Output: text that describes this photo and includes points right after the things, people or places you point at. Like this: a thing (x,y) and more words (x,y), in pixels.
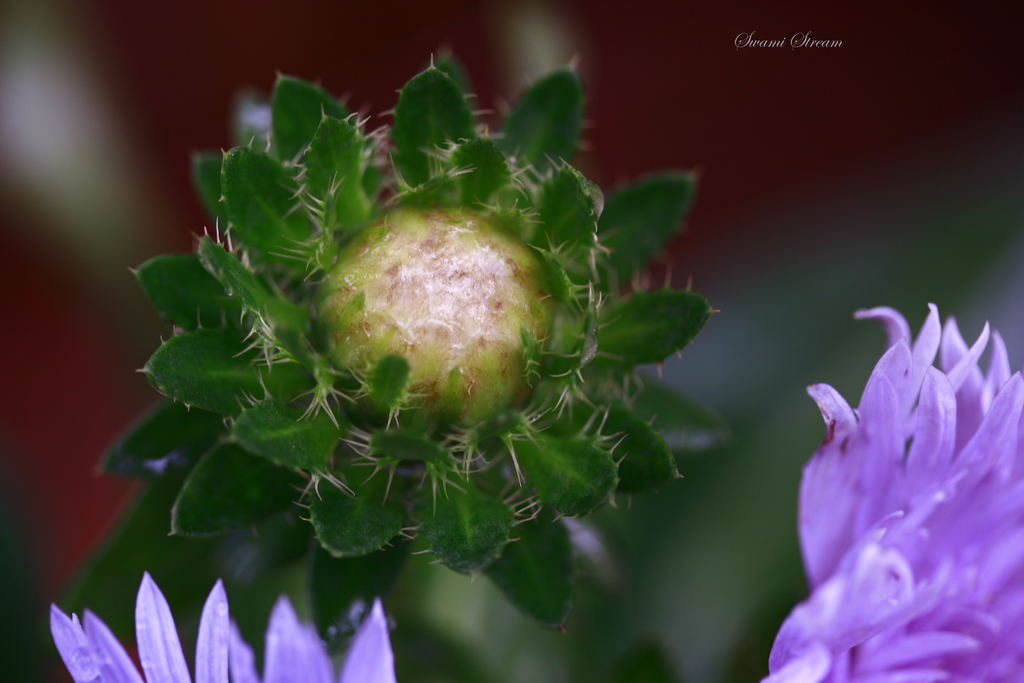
This image consists of flowers (487,316) which are in the front (421,424) and the background (26,453) is blurry.
